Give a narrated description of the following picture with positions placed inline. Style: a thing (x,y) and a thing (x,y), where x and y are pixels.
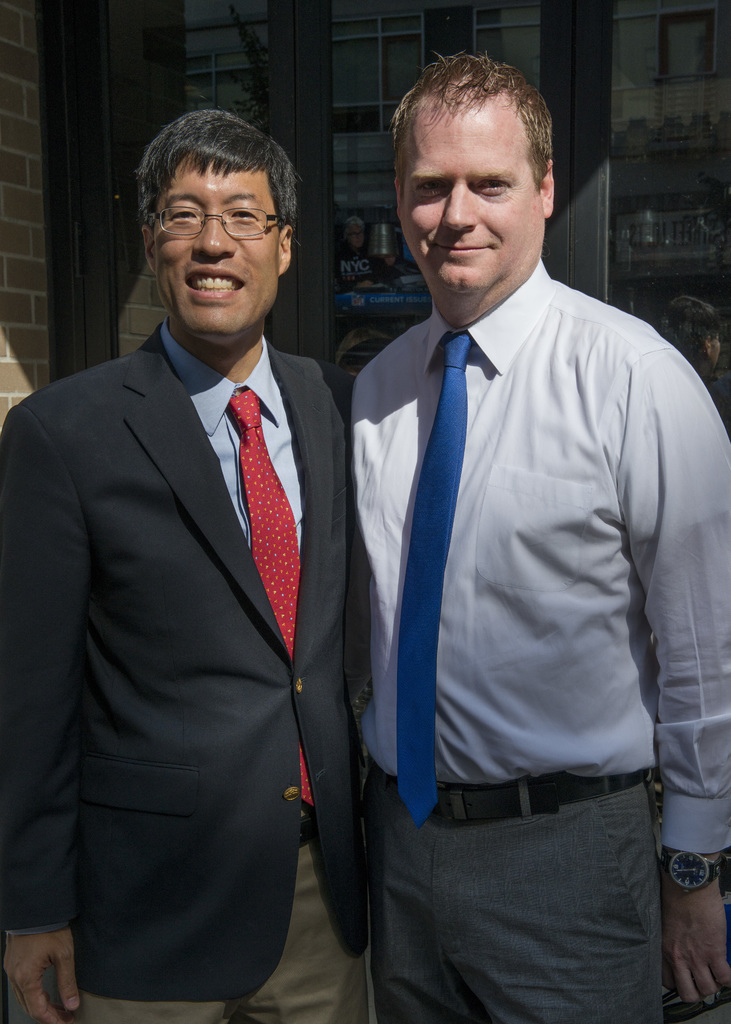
In this image in front (410,356) there are two persons (316,438) standing by wearing a smile (457,241) on their faces (493,188). Behind them there is a window (421,53).
